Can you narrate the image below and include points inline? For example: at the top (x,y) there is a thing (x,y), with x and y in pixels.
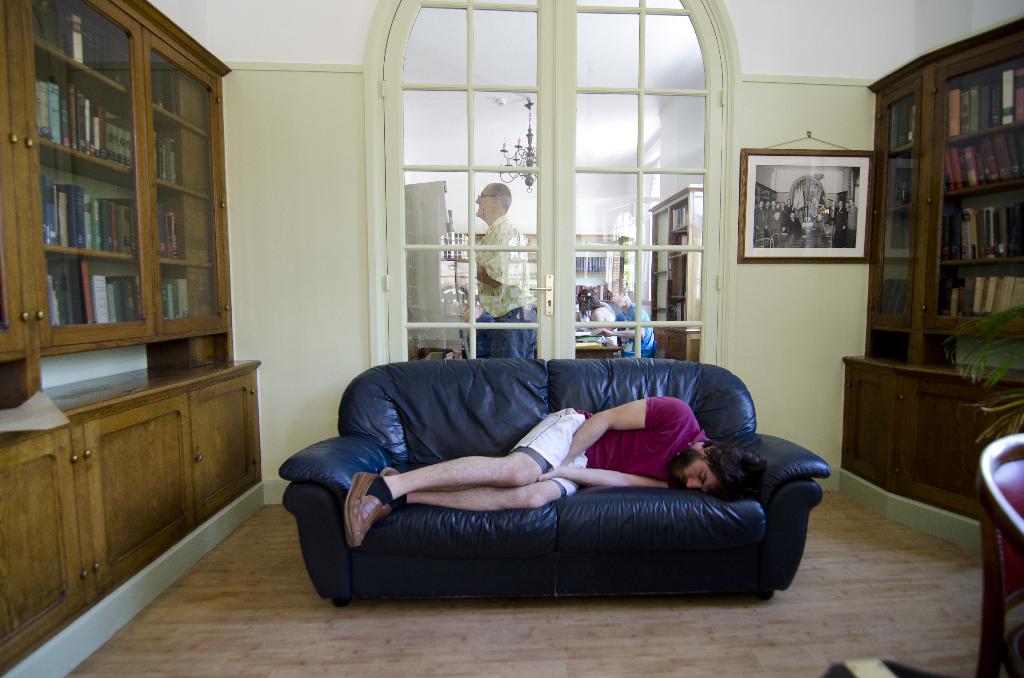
As we can see in the image, there is a white color wall (301,252), photo frame (807,185), a door (464,206). Behind door (556,276) there are few people (504,278). a rack (142,260) and a man (551,472) sleeping on sofa (578,522).
